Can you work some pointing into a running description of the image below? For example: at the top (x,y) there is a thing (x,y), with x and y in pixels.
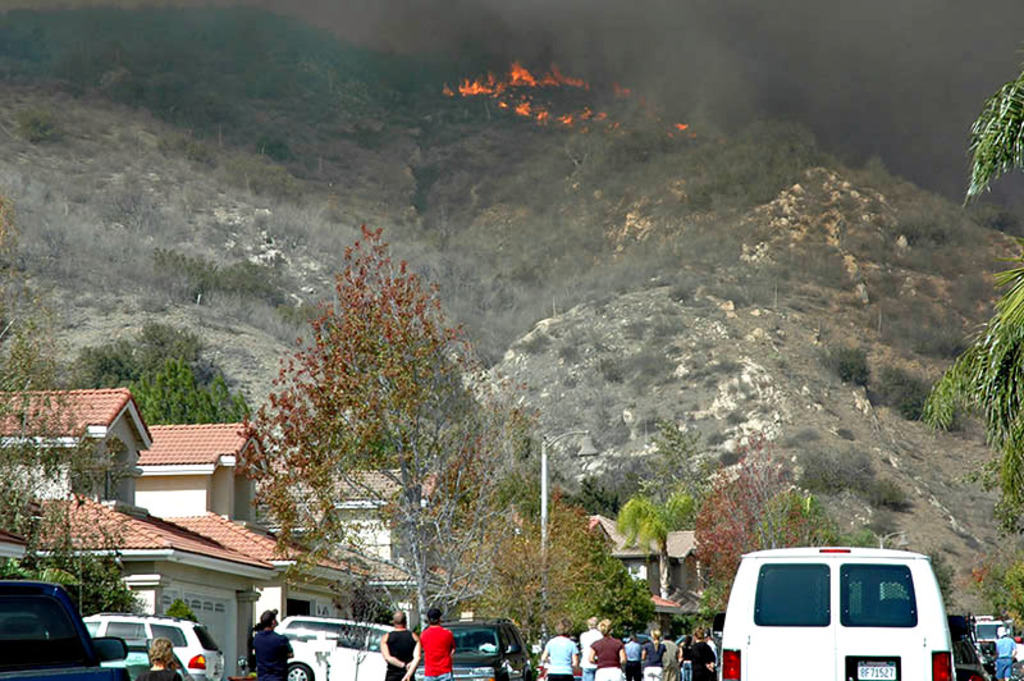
In this image I can see fire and number of trees (452,394). I can also see group of people (284,664) and vehicles (988,627). Here I can see number of buildings (361,493).
